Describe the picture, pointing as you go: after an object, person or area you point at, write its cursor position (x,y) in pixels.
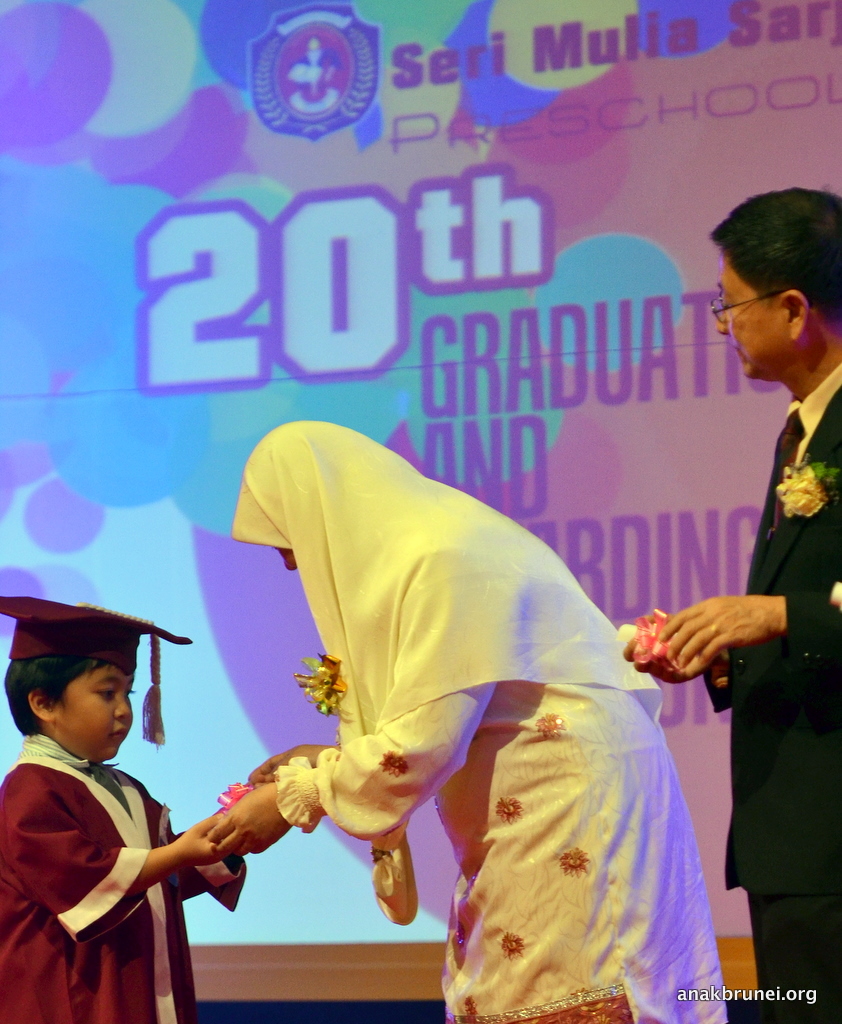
In this image we can see a man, woman (284,461) and the child (211,852) standing holding some objects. On the backside (319,853) we can see a display screen (561,501) with some text (524,503) on it.
